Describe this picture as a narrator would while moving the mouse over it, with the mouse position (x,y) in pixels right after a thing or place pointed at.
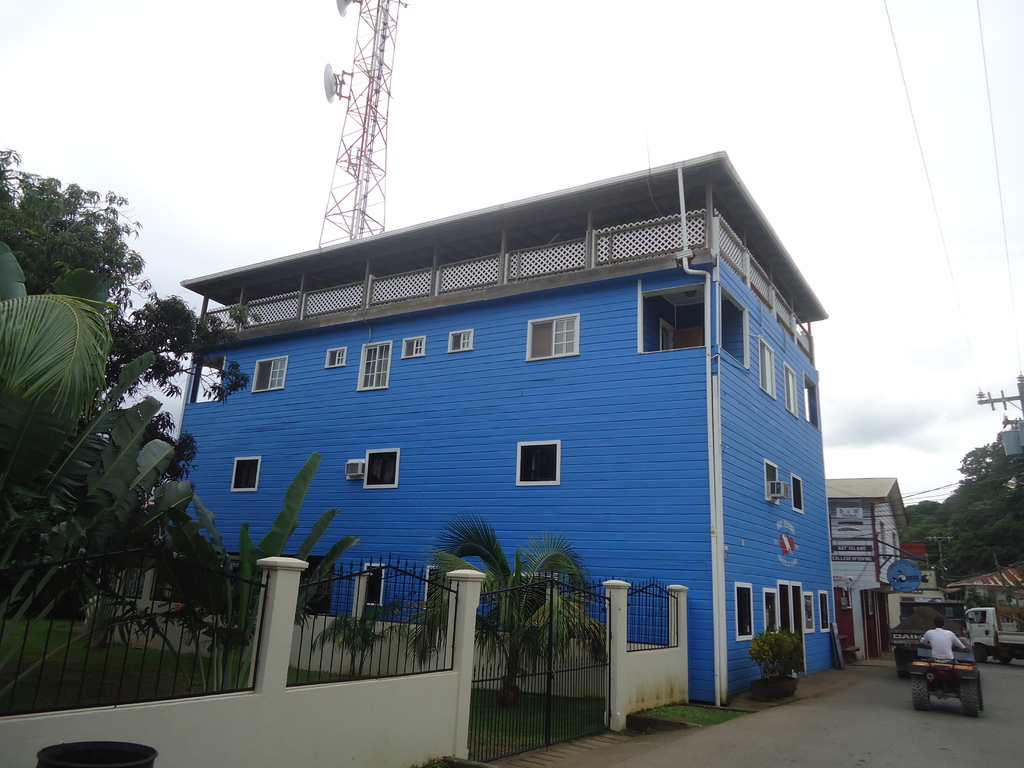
In this image we can see few buildings (354,399), there are some plants (567,646), trees (960,501), vehicles (920,637), grille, gate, wires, windows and a person (932,640), in the background (932,369) we can see the sky (918,368).
